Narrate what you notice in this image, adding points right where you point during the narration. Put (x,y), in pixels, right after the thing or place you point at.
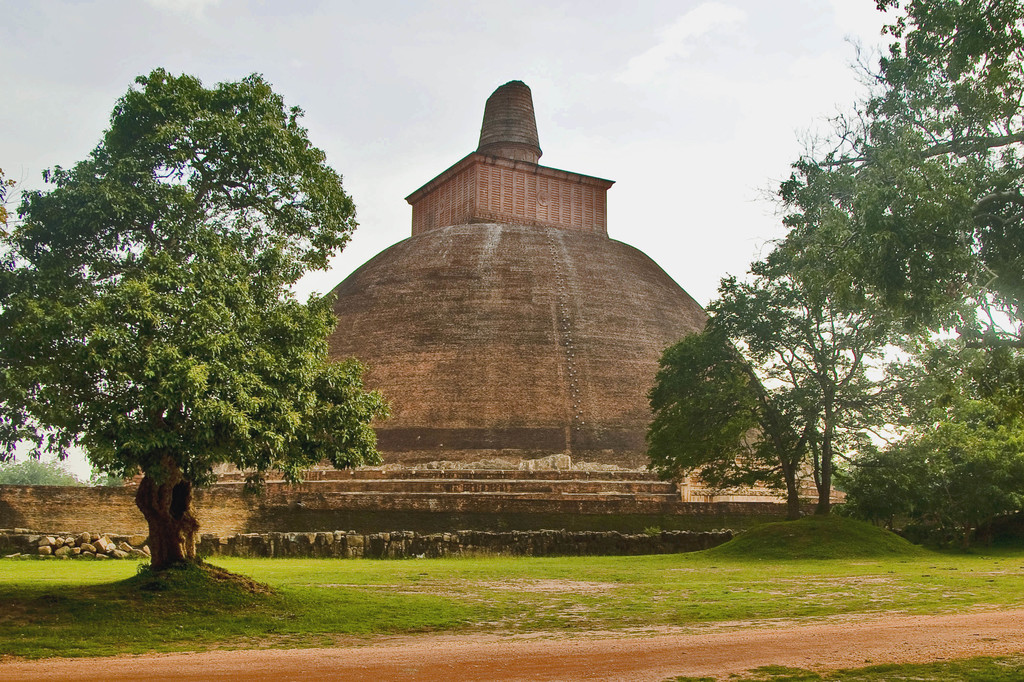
In the picture we can see the grassland (742,567), trees (876,265) on either side of the image, we can see the stone wall (461,513), stone architecture building (487,348) and the plain sky (412,32) in the background (90,123).
